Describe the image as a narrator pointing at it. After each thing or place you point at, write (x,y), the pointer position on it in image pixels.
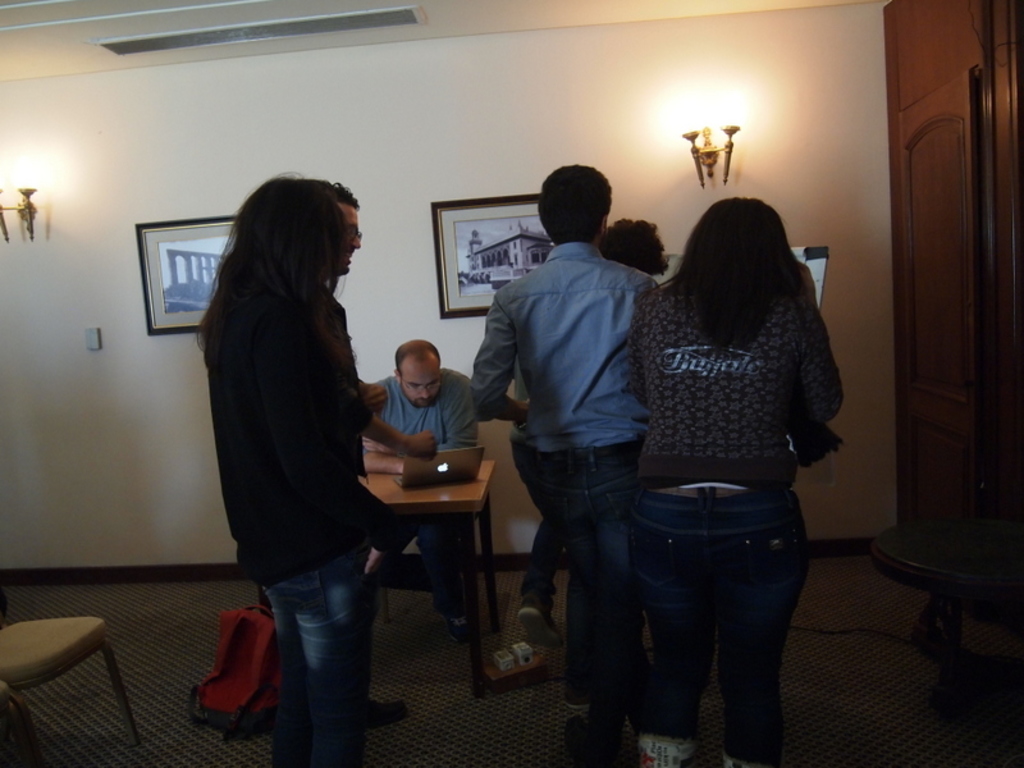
In this image I can see few people (549,453) where one is sitting and rest all are standing. I can also see a laptop (430,466) and few frames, few lights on this wall (372,154). Here I can see a chair (27,717) and a red bag (210,695).
